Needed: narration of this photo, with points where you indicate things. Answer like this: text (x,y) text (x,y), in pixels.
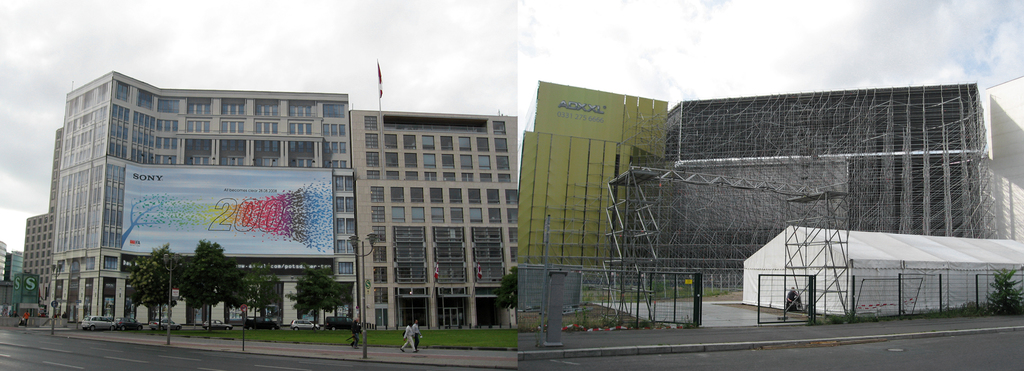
It is an collage picture. In this picture this building (567,200) is before construction, this building (361,231) is after construction. The sky (505,86) is cloudy. Before this building (254,124) there is a banner (215,215). There are number of trees (257,279). Far there are number of buildings (36,256). In-front this building (337,265) there are number of vehicles (127,323) and grass (288,337). Persons (416,323) are walking on footpath (353,348), as there is a movement in their legs (409,341). Poles (364,320) are far away from each other.
